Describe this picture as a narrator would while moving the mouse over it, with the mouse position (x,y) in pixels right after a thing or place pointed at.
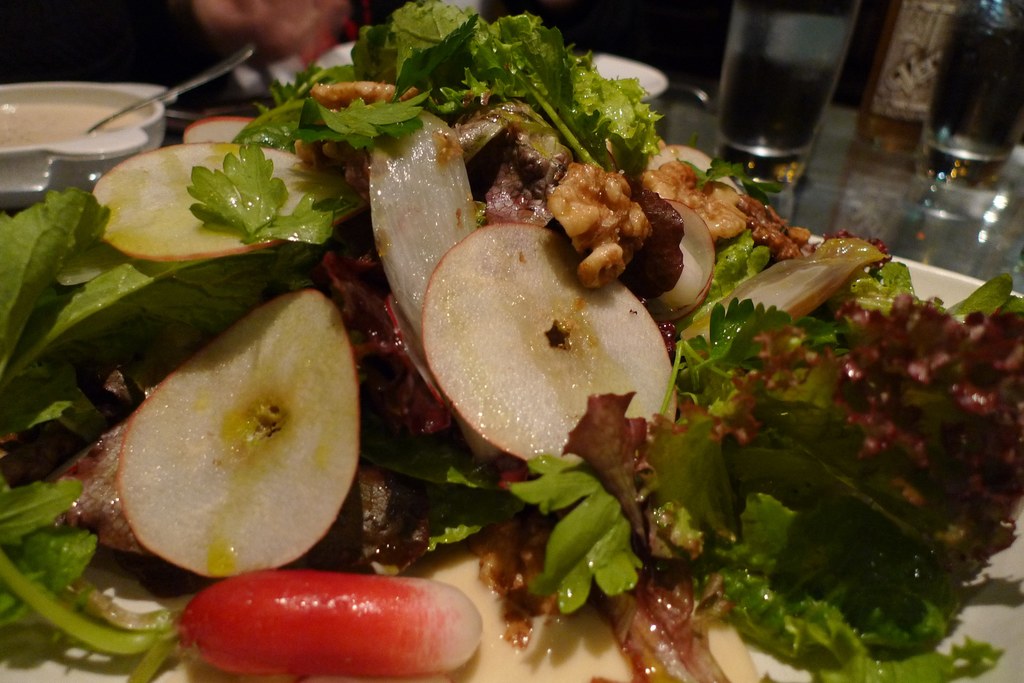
In this image we can see a table (828,155) and on the table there are serving plate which has food (549,464) on it, glass tumblers (793,134) and a sauce bowl (130,115) with spoon (147,104) in it.
